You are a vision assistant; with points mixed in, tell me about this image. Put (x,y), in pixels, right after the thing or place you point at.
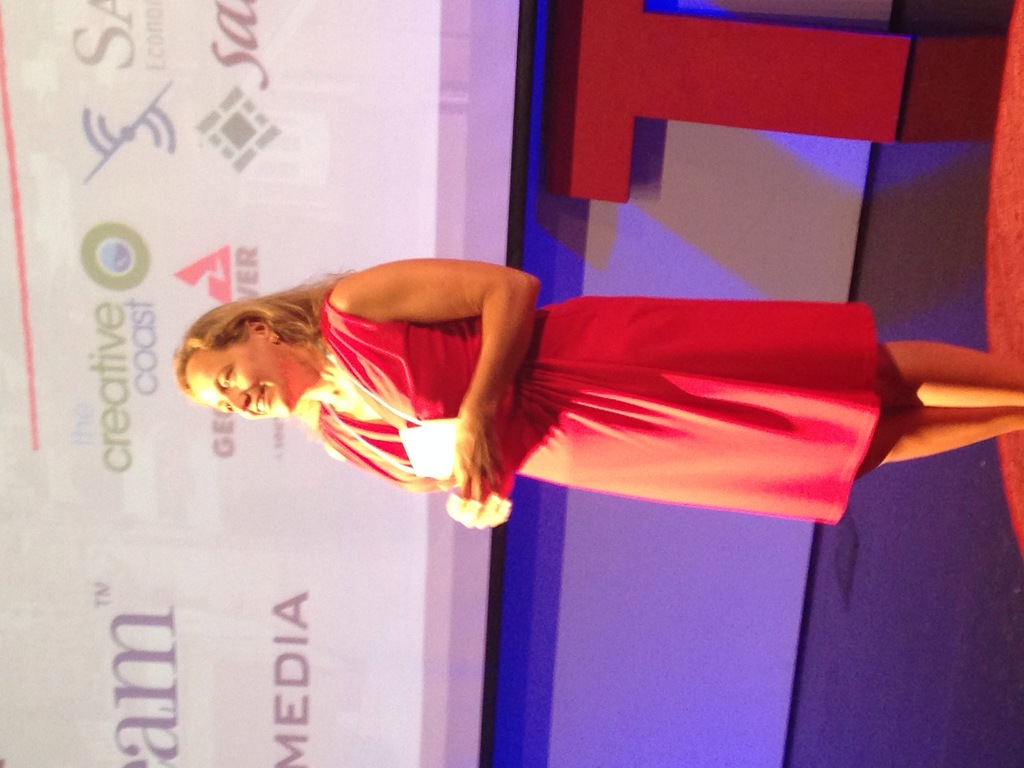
On the right side (875,335), there is a woman (675,382) in a pink color dress (506,420), holding a document (448,425), smiling and standing on a stage (1010,336). In the background (135,170), there is a screen (362,198) arranged and there is a wall (635,201).
